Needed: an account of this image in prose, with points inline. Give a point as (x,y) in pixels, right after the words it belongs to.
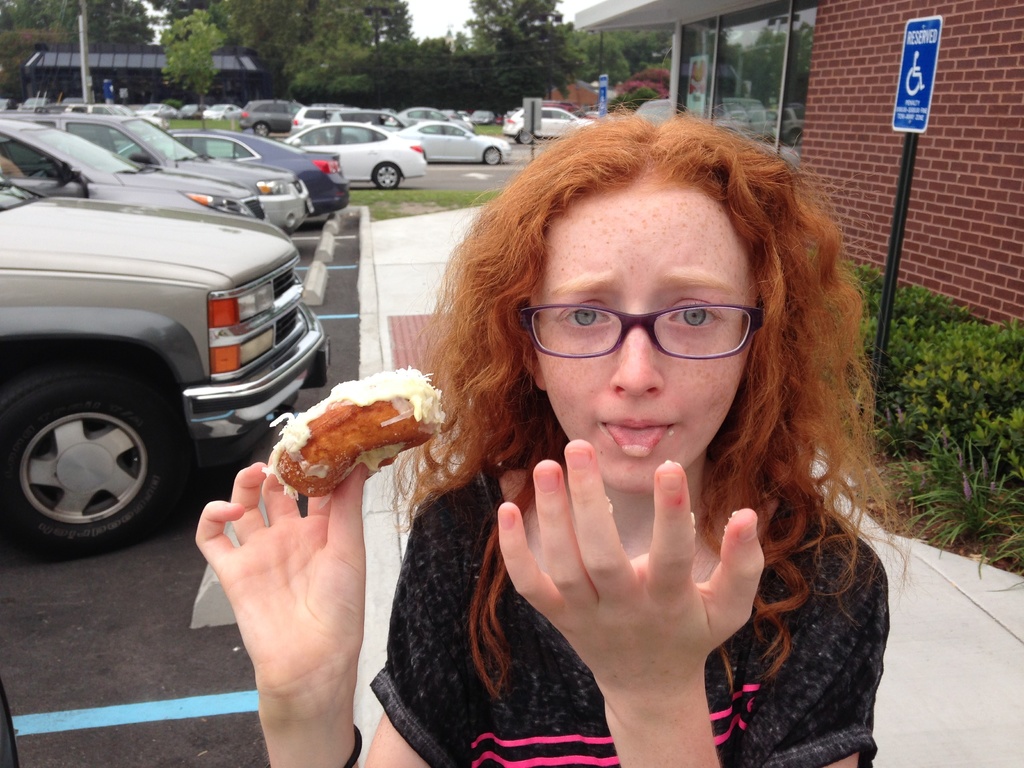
This is an outside view. Here I can see a woman (548,584) holding a food item (326,474) in the hand (330,502) and looking at the picture. On the left side (212,194) there are many cars (130,343) on the road (58,626). On the right side (936,140) there is a building (985,193), a pole (889,312) and some plants (954,376). In the background (447,55) there are many trees (263,55).
